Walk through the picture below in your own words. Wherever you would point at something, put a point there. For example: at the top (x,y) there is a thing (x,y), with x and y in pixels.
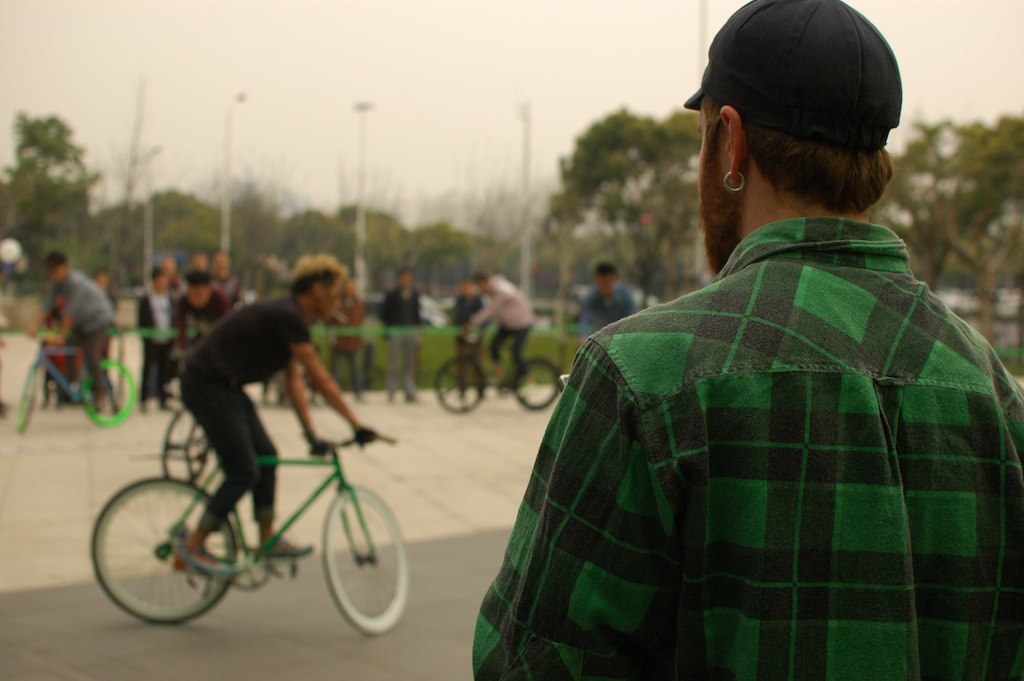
There are group of people (280,355) riding bicycles (325,439) and there are few people (174,272) standing beside them and there are trees (594,164) in the background (633,159) and there is a person (774,334) wearing green shirt (823,379) is standing in the right corner (839,424).
